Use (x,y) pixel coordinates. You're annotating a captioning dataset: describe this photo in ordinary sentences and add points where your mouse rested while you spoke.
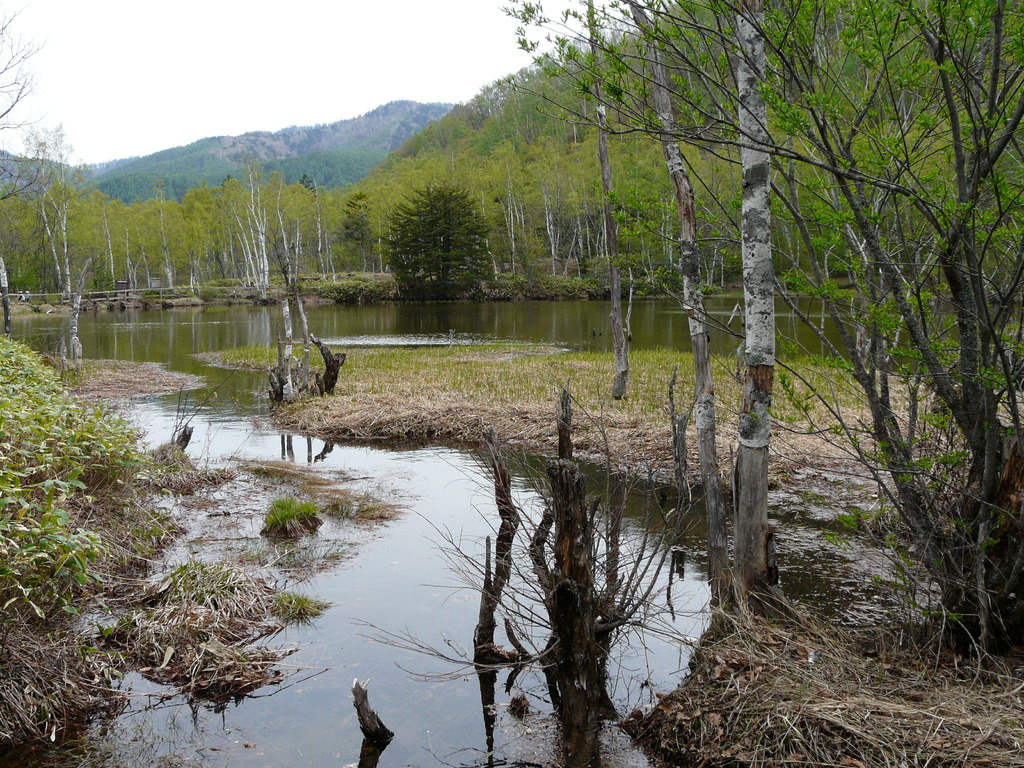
In the picture we can see water (549,748) in it, we can see a surface (889,760) with grass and some dried trees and far away from it, we can see some trees (71,218), plants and behind it, we can see hills (145,181) which are covered with plants (142,166) and behind it we can see the sky (306,45).
